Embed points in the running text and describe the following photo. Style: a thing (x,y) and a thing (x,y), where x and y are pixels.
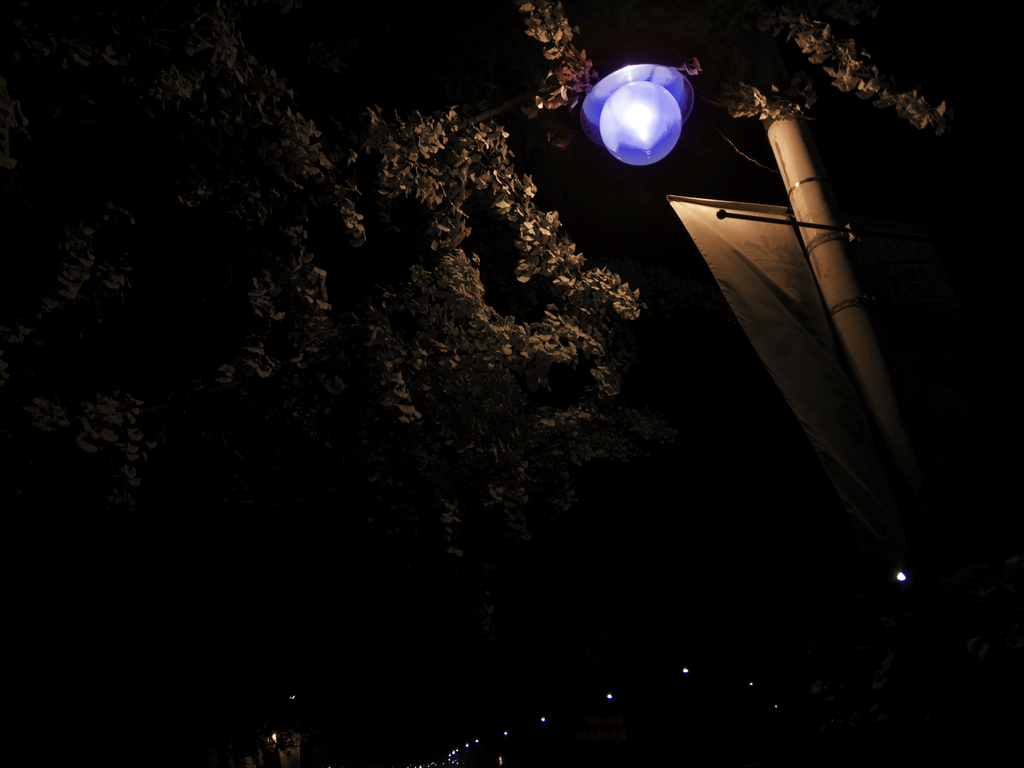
In this picture I can see few trees (456,357) on the left side (339,321), in the middle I can see a light (683,97). On the right side (843,288) I can see the pole (854,274) and a banner (828,351).
